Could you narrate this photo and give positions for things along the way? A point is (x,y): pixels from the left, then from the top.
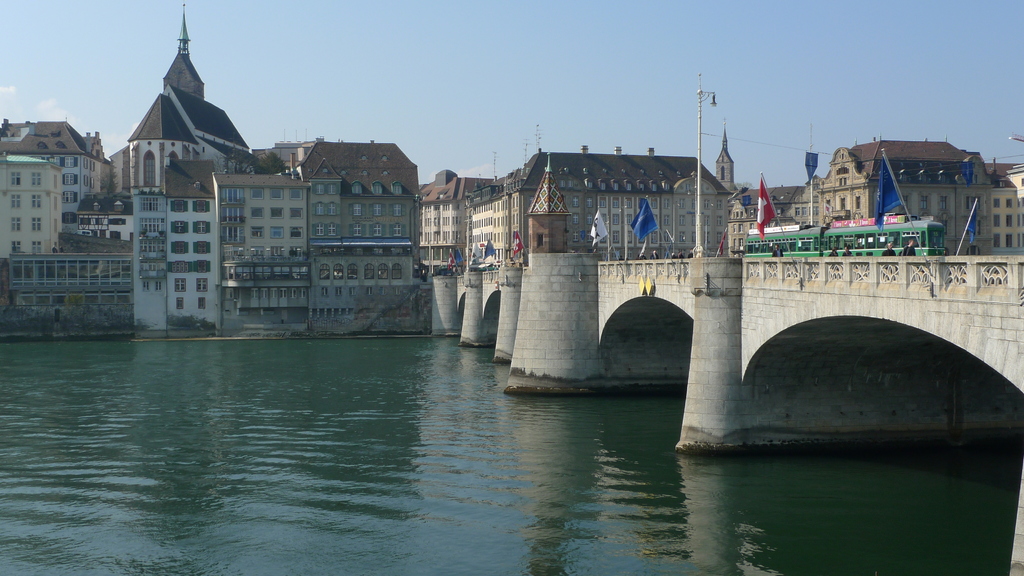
On the right side of the image (785,368) we can see bridge (830,327), bus (902,247), flags (488,245), buildings (668,167) and street light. On the left side of the image (304,253) we can see buildings (91,216) and water (161,414). At the bottom (174,466) there is water (644,502). In the background (451,183) we can see buildings (446,182) and sky (432,63).
